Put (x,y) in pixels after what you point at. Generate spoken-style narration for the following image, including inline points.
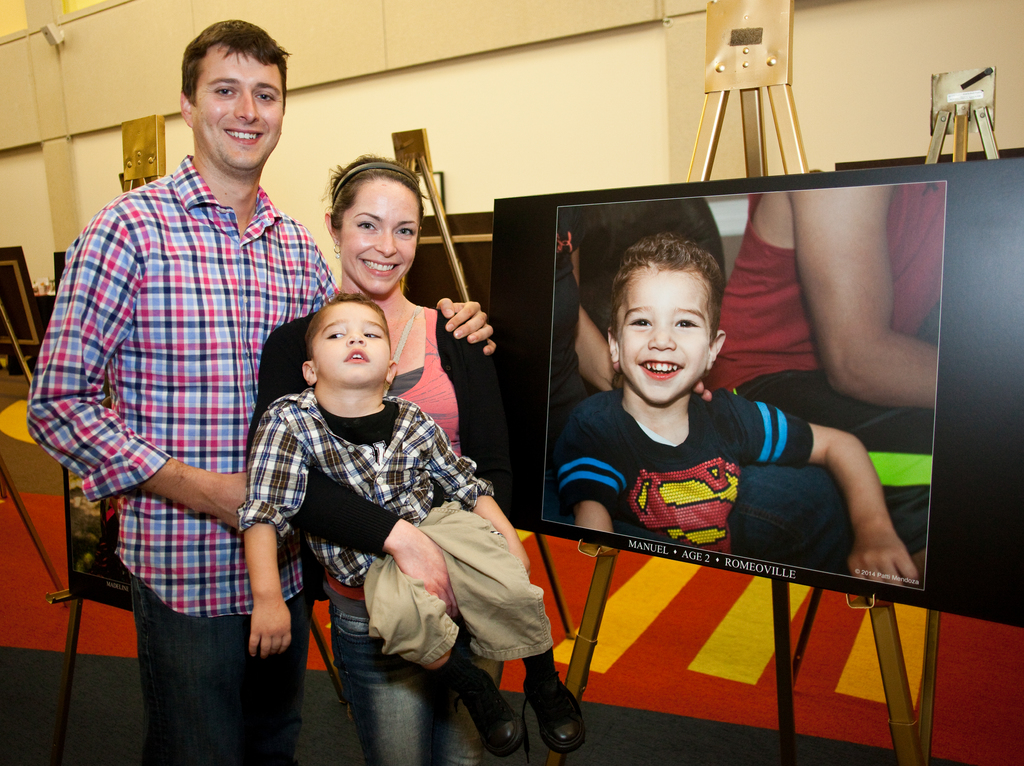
In this image we can see one big wall (485,107), some objects (43,33) are on the wall (518,125), one woman (447,369) standing and holding a boy (516,645). There are some stands (963,109), some boards (737,237) near to the wall (580,91), one photo (569,521) on the black board (585,530), some text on the board (892,431) and one man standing near the stand (589,547).
